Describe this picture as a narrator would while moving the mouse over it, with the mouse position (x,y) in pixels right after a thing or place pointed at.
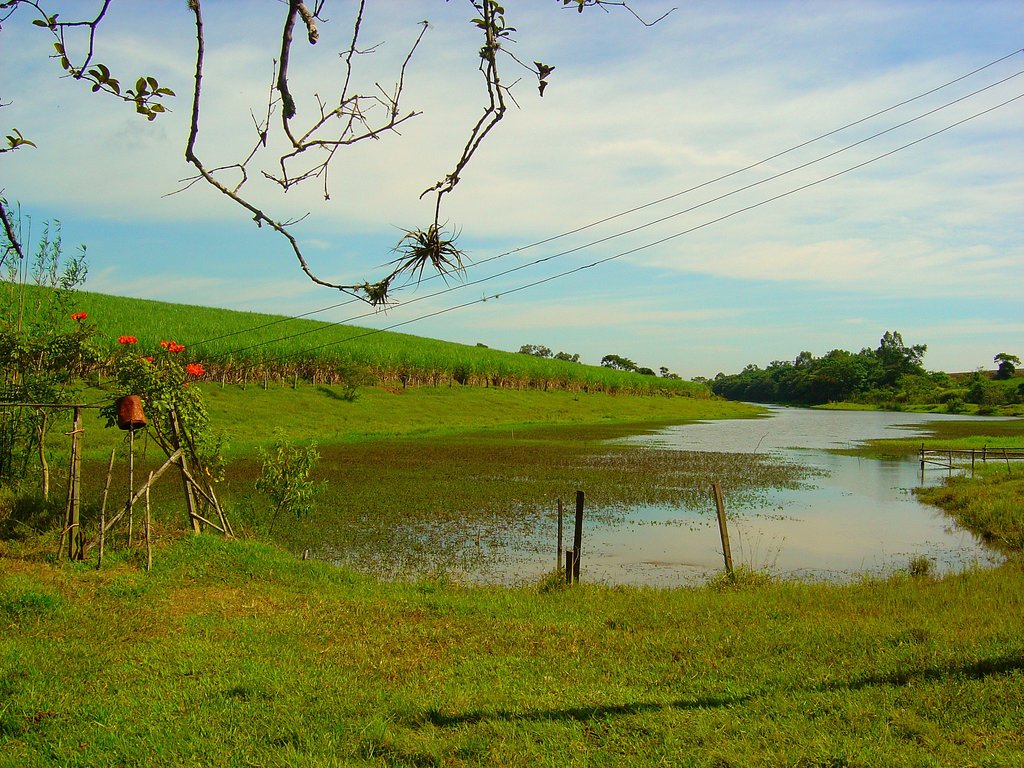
In the center of the image (630,448) we can see water (761,421). At the bottom of the image (404,689) there is grass (293,692). On the left side of the image (195,447) we can see plants (115,385) and flowers (192,364). In the background (119,446) we can see plants (480,373), grass (521,397), trees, sky (668,261) and clouds (652,189).
